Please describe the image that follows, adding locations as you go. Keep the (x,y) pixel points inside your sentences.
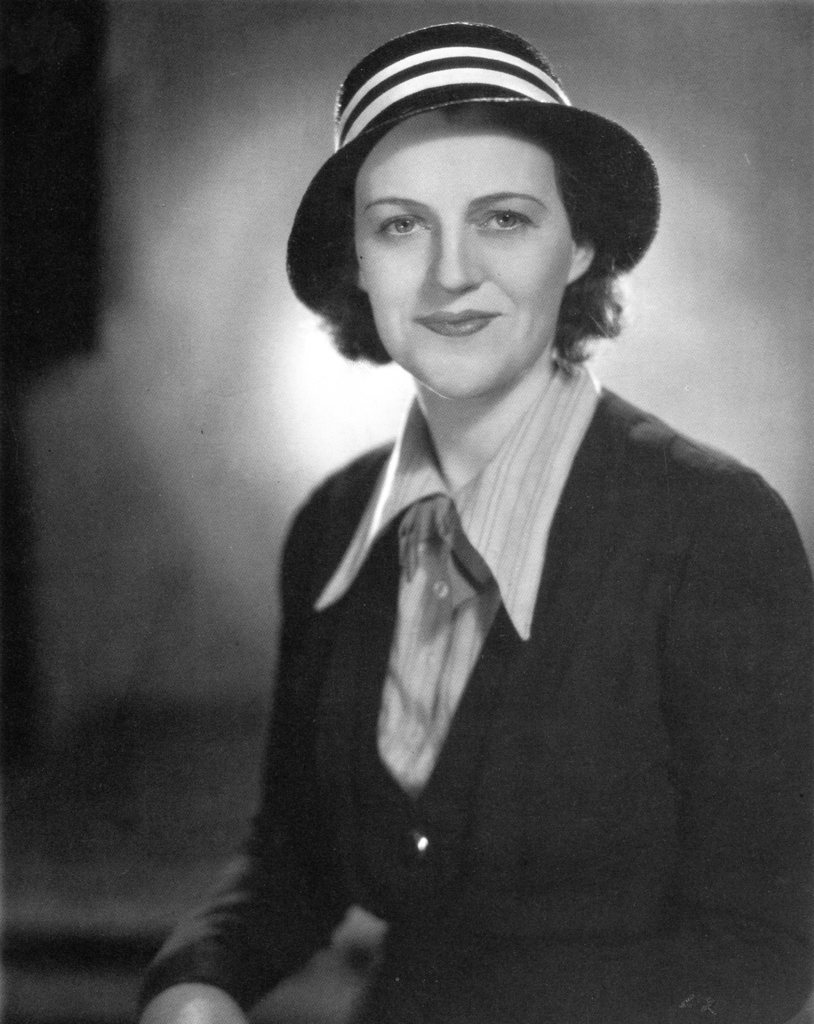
I can see this is a black and white picture of woman (442,194) wearing a hat (454,85) and the background (160,253) is blurry.
